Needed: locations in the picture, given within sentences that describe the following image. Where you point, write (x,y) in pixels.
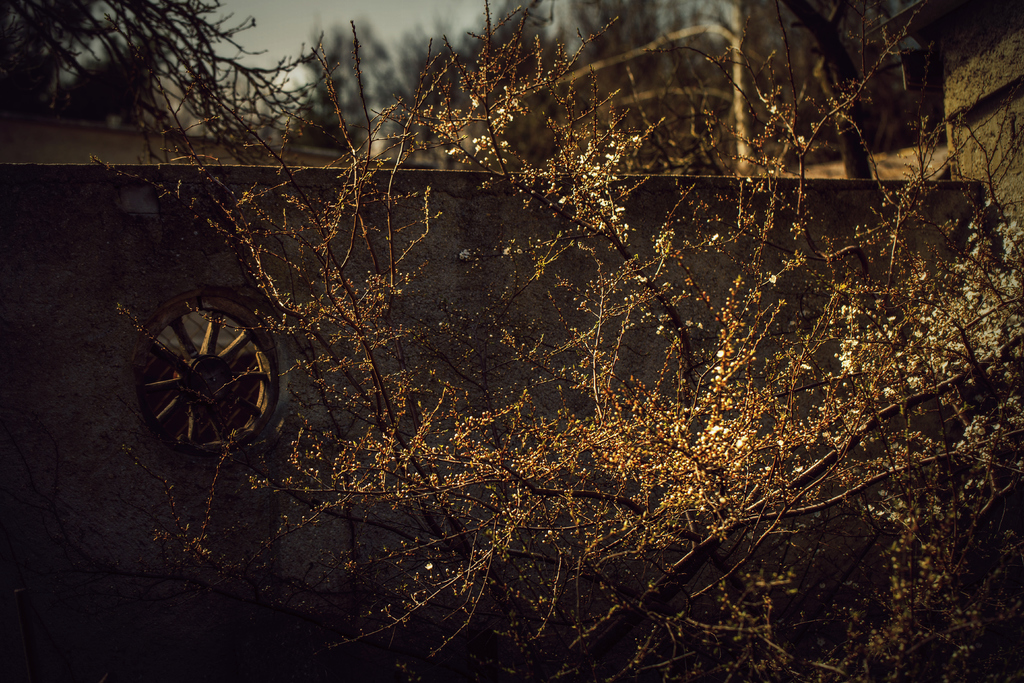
In this picture, we can see some trees (584,575). On the left side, we can also see a tyre (279,386). In the background (236,102) there are some trees (301,103). On the top (284,3), we can see a sky (306,43).
